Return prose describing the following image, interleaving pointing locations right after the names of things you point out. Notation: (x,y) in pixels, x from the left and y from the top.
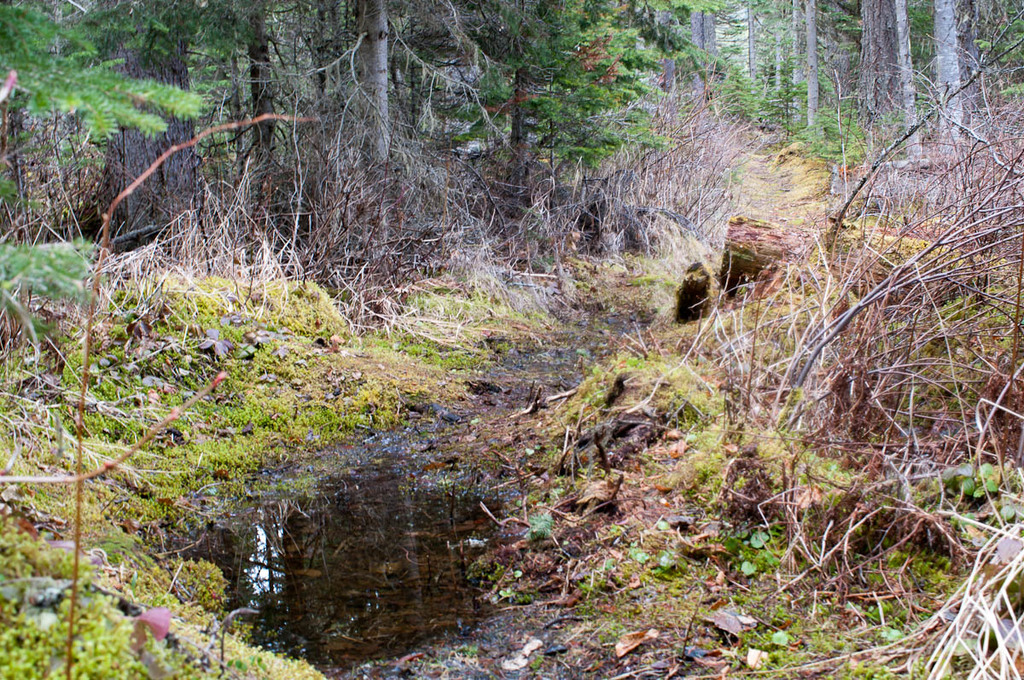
In this picture, we can see the ground (436,466) with grass (428,388), plants (812,310), dry leaves (513,435), and trees (356,108).
